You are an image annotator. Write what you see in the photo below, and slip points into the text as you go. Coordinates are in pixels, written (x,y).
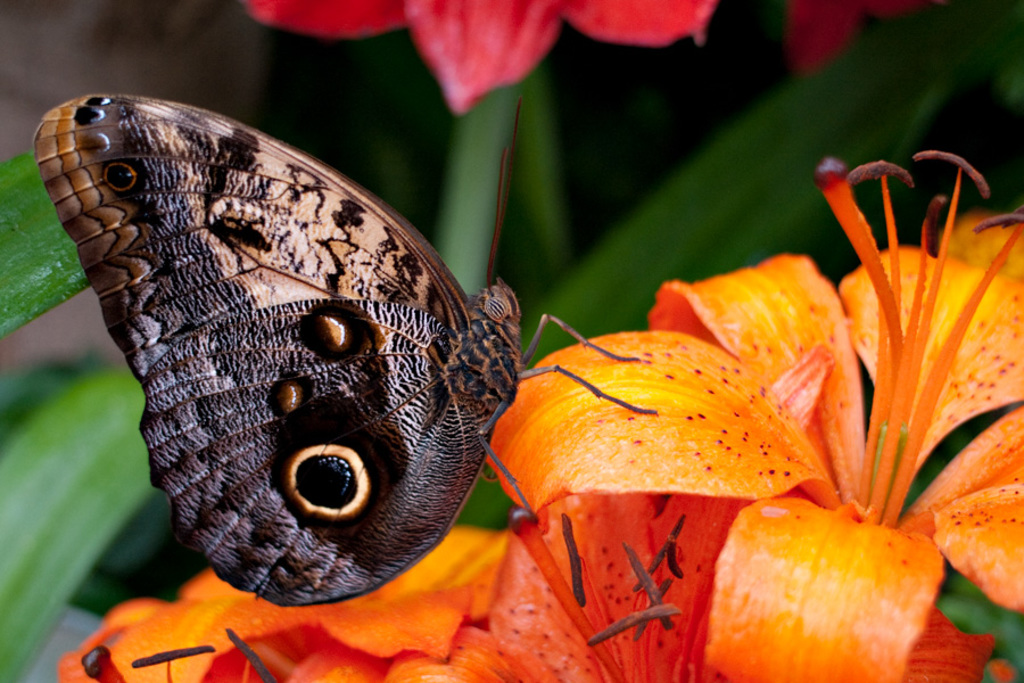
In the image we can see the butterfly (293,344) and flowers (718,505), yellow and orange in color. Here we can see leaves (87,445) and the background (643,136) is slightly blurred.
